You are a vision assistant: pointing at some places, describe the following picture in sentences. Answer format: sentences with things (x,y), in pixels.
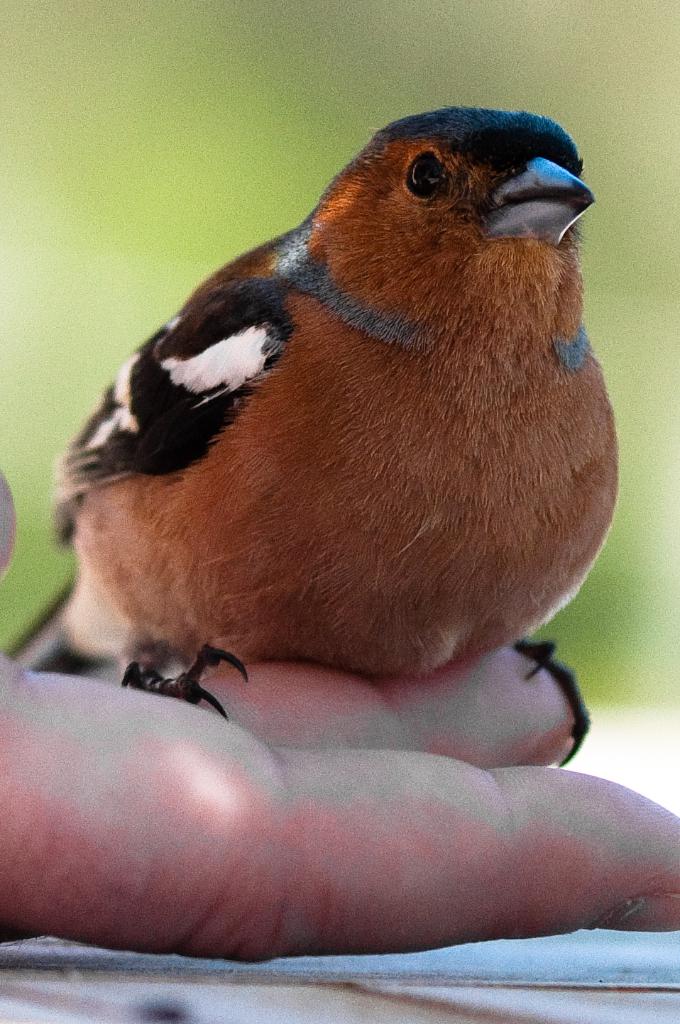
In this image I see a bird (285,513) which is of brown, black and white in color and it is on the fingers (105,879) of a person (416,808) and I see that it is blurred in the background (655,678) and it is green.
